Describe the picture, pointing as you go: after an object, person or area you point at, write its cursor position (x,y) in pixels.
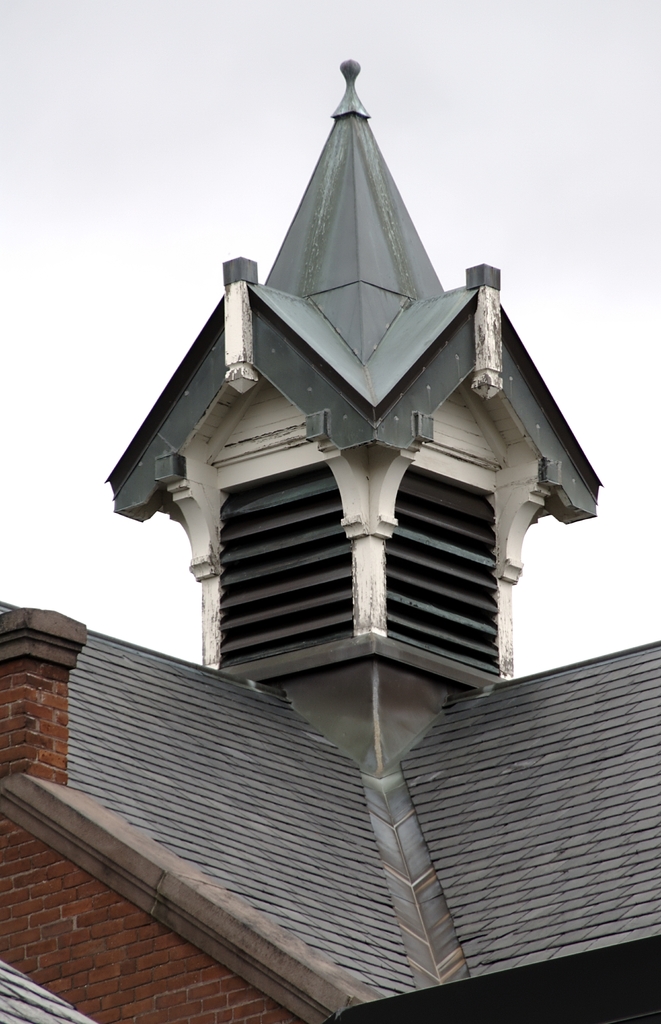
This image is taken outdoors. At the top of the image (118,232) there is the sky (451,137) with clouds (516,224). In the middle of the image (333,583) there is an architecture (338,697) with walls (205,902).
